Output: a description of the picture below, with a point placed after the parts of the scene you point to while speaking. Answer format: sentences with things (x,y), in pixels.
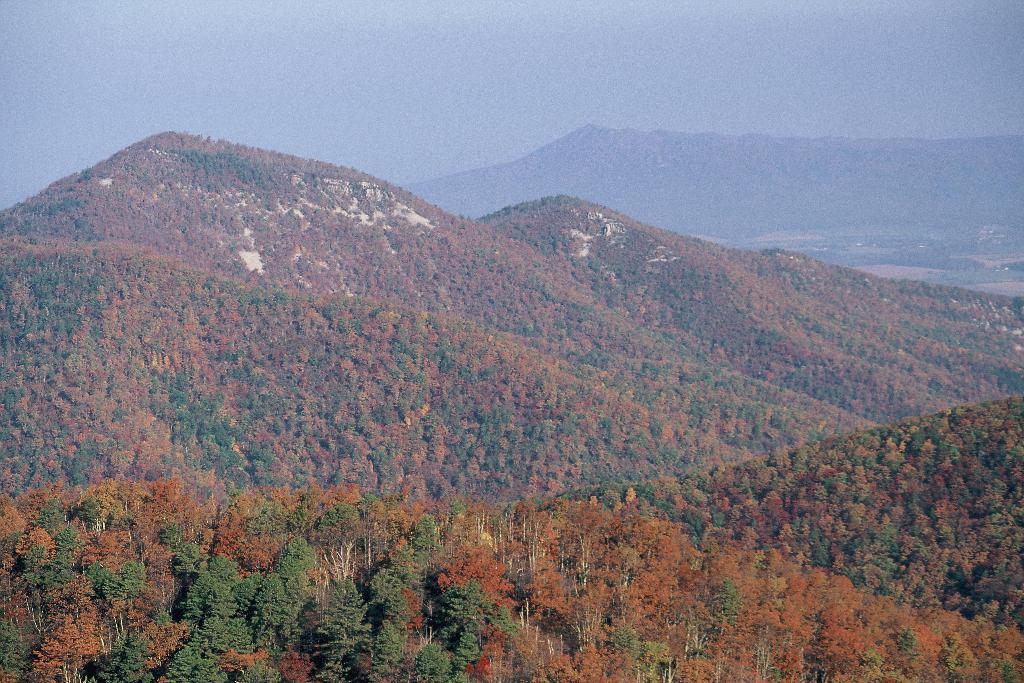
In this image I can see mountains (813,222) covered with trees (919,567). At the top of the image (405,76) I can see the sky (639,76).
